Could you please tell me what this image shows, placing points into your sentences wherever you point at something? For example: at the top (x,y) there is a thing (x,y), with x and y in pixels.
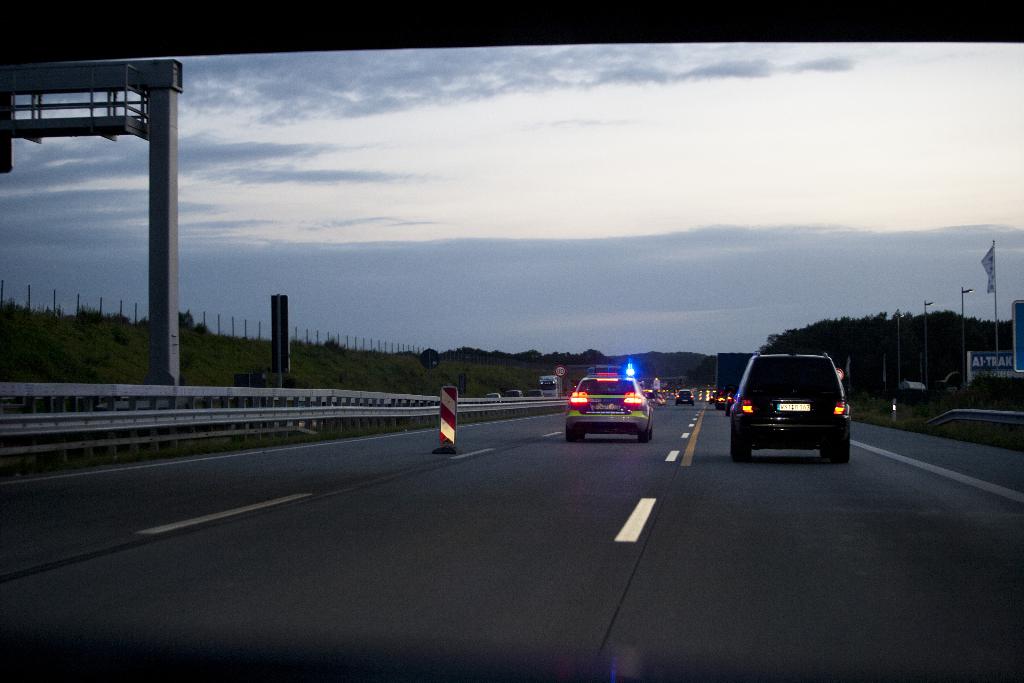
In this image there is a road (580,571) in the bottom of this image (663,529) and there are some cars (742,411) on this road (677,417). There are some trees (872,371) in the background (886,366). There is a Fencing wall (372,401) on the left side of this image (243,415). There are some flags (995,335) on the right side of this image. There is a sky (541,218) on the top of this image (435,139). There is an iron object (123,106) is kept on the top left side of this image (151,136).
